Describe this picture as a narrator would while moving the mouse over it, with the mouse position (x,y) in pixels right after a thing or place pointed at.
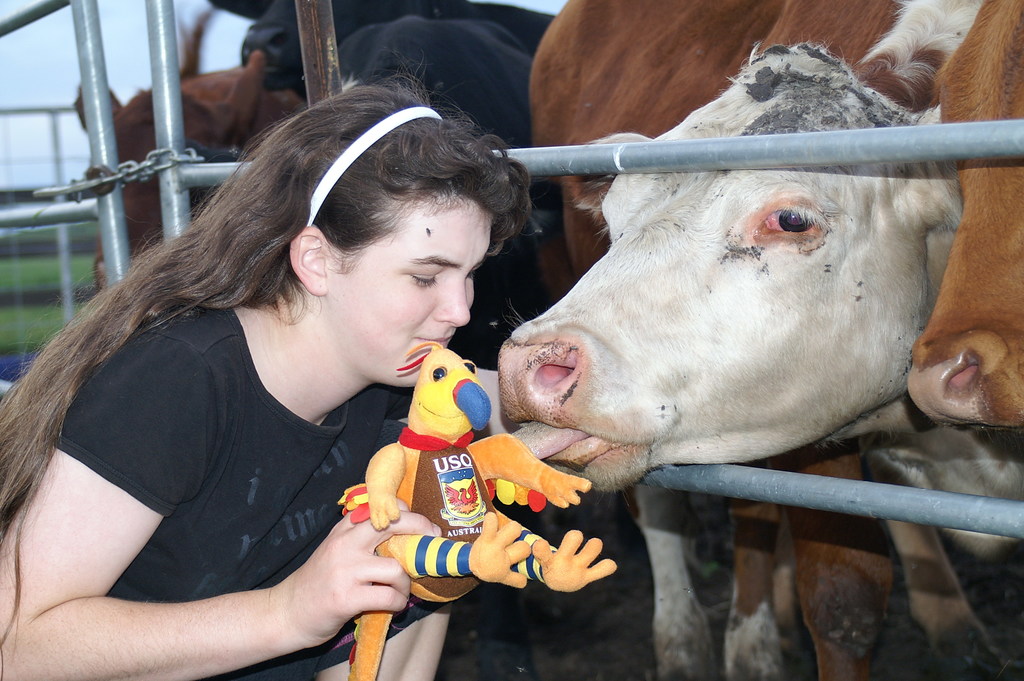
In this image I can see animals (711,172) and a woman (303,337). The woman (231,440) is holding some object (392,503) in hands (380,535). The woman (380,535) is wearing a black color T-shirt (181,505). Here I can see fence (108,212) and a chain (107,183).
